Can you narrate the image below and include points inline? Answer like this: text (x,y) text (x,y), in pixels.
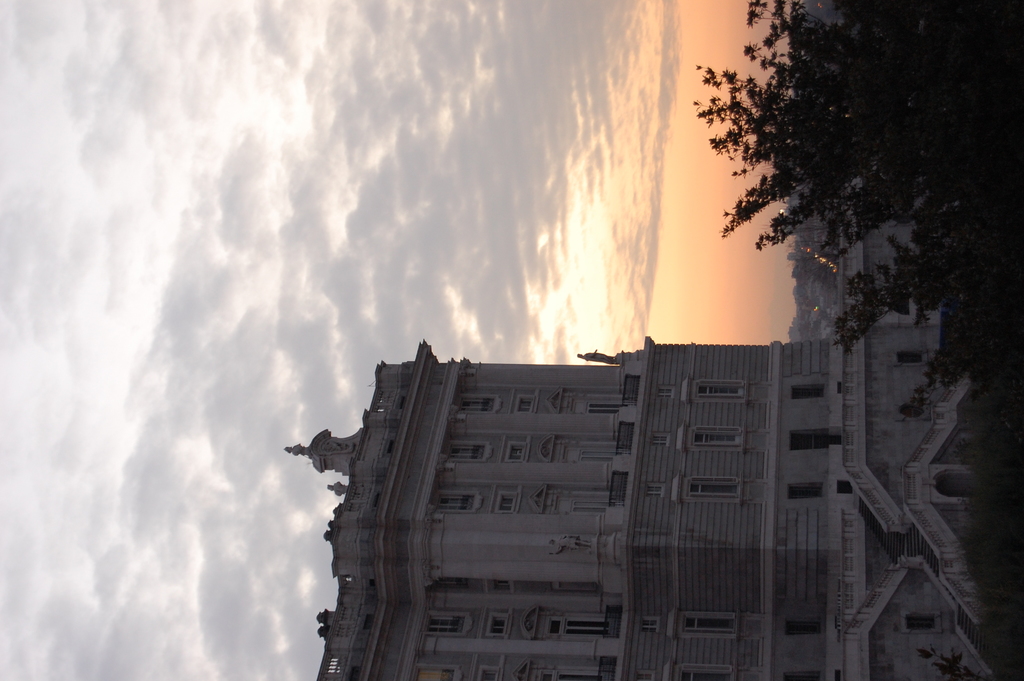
In this image there is a building (762,501). Right top there are trees (962,200). Behind there are buildings (810,290). Top of the image (414,158) there is sky (309,193) with clouds (272,212).
